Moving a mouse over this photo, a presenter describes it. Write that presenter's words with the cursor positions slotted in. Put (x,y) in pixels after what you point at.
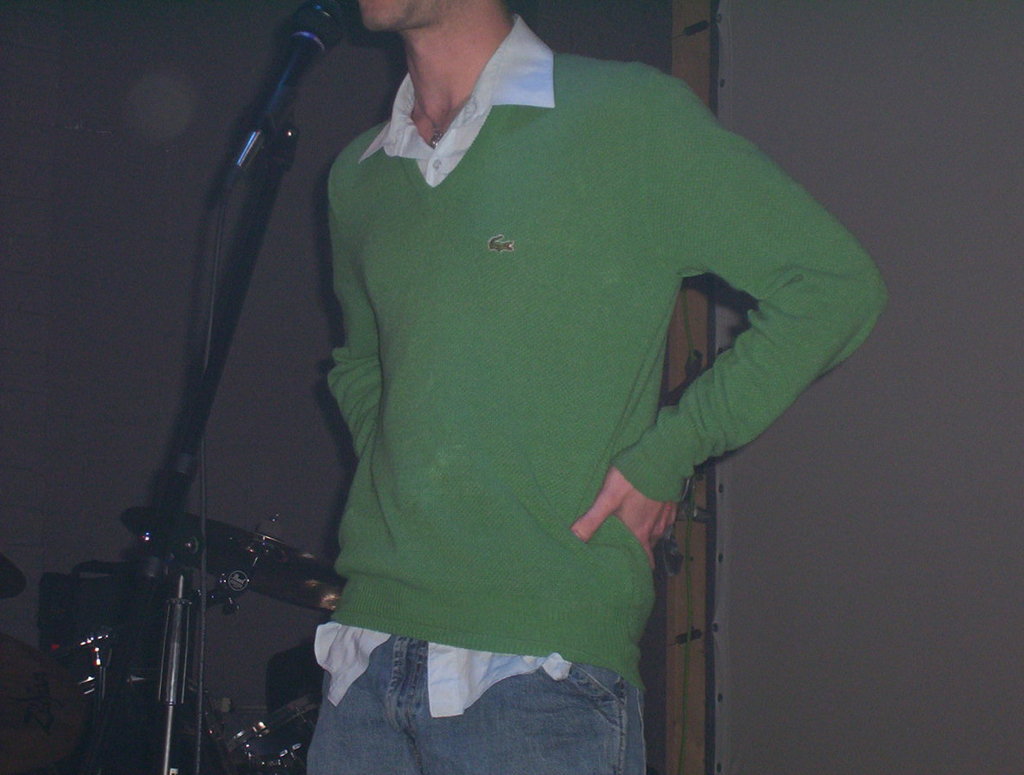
In this image there is person (431,426), a microphone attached to the stand (174,513) and a musical instrument (275,751).
